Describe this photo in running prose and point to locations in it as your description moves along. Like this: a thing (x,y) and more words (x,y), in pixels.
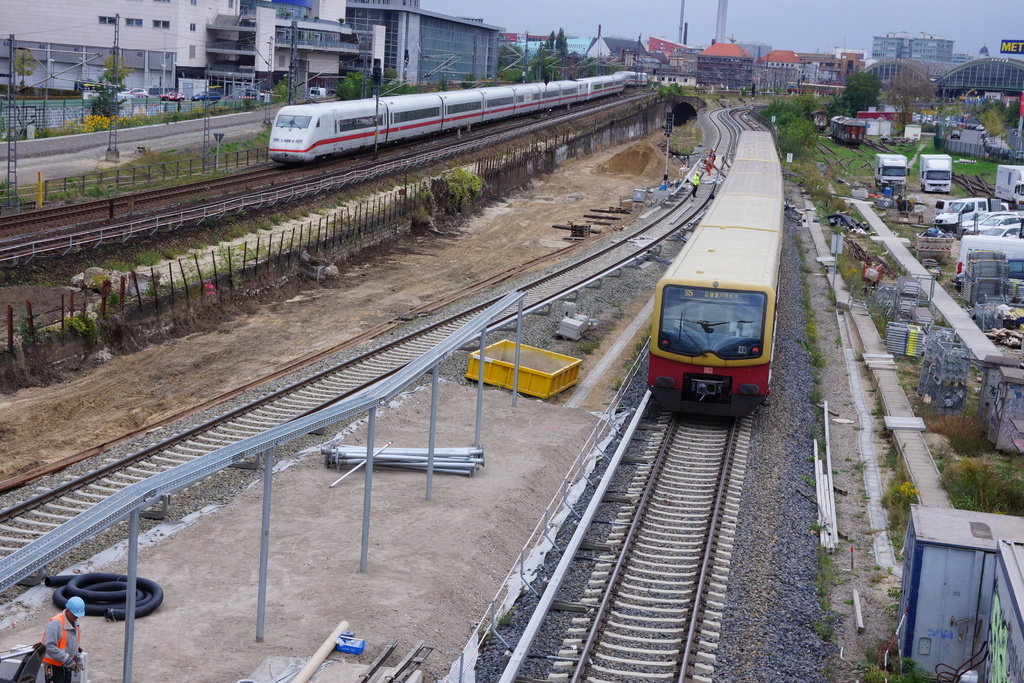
In this image I can see two trains (677,361) on the railway track (669,497). I can see pipes (116,589), poles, few people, trees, building (118,12), grass (993,466), vehicles (976,206). The sky (729,30) is in blue and white color.
